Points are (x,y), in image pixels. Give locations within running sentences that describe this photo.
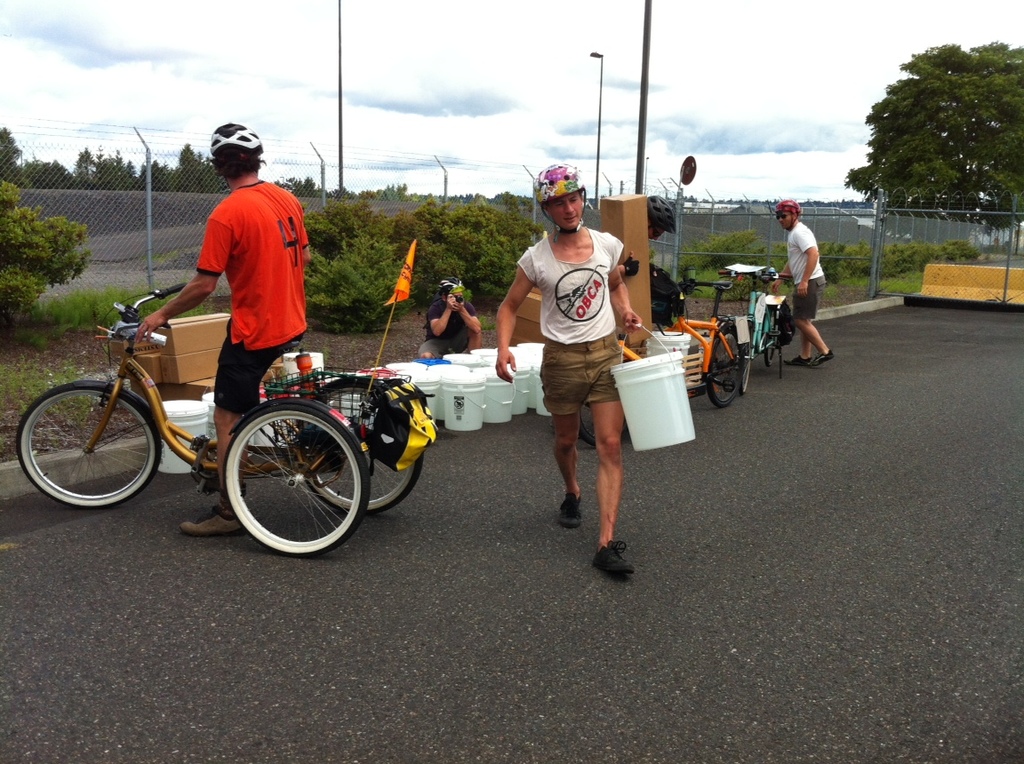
This picture there is a woman (555,349) carrying some object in hand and is a man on to the left (340,389) holding the bicycle (258,433) and in the backdrop (830,151) that trees (883,105) and the sky (214,91) is cloudy.
